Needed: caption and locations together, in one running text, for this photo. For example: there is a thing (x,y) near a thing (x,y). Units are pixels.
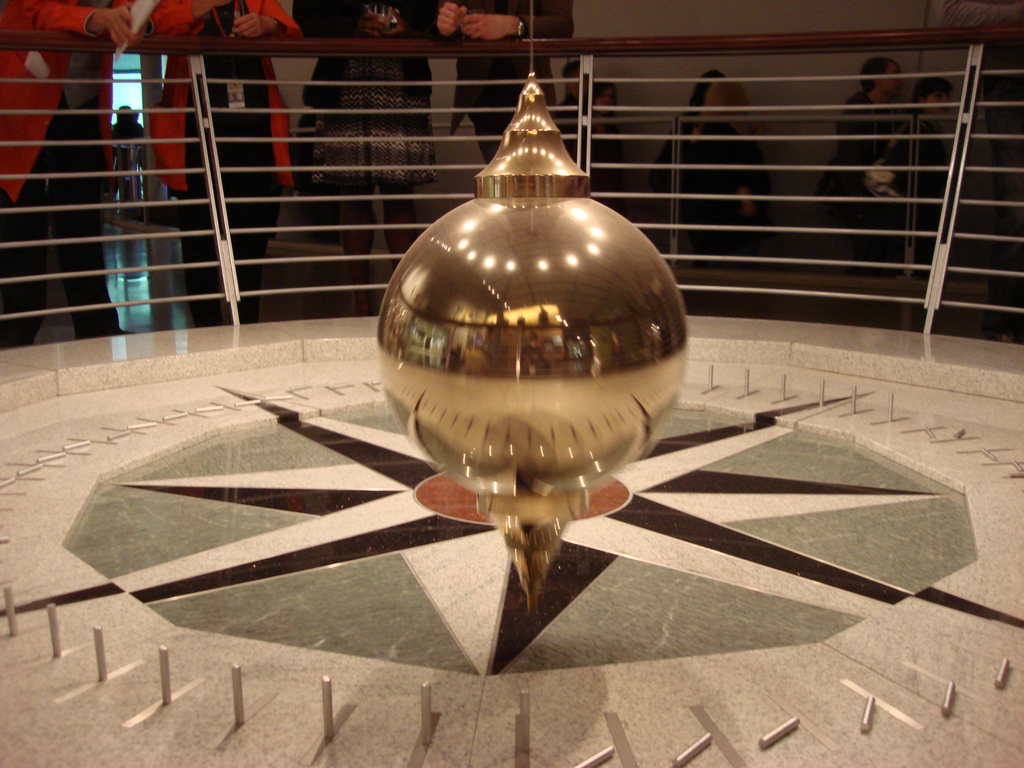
In this picture I can see a golden color thing (482,243) in front (442,335) and in the middle of this picture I see the railing (900,258) around this golden color thing (476,267) and in the background (235,76) I see number of people (229,17).
